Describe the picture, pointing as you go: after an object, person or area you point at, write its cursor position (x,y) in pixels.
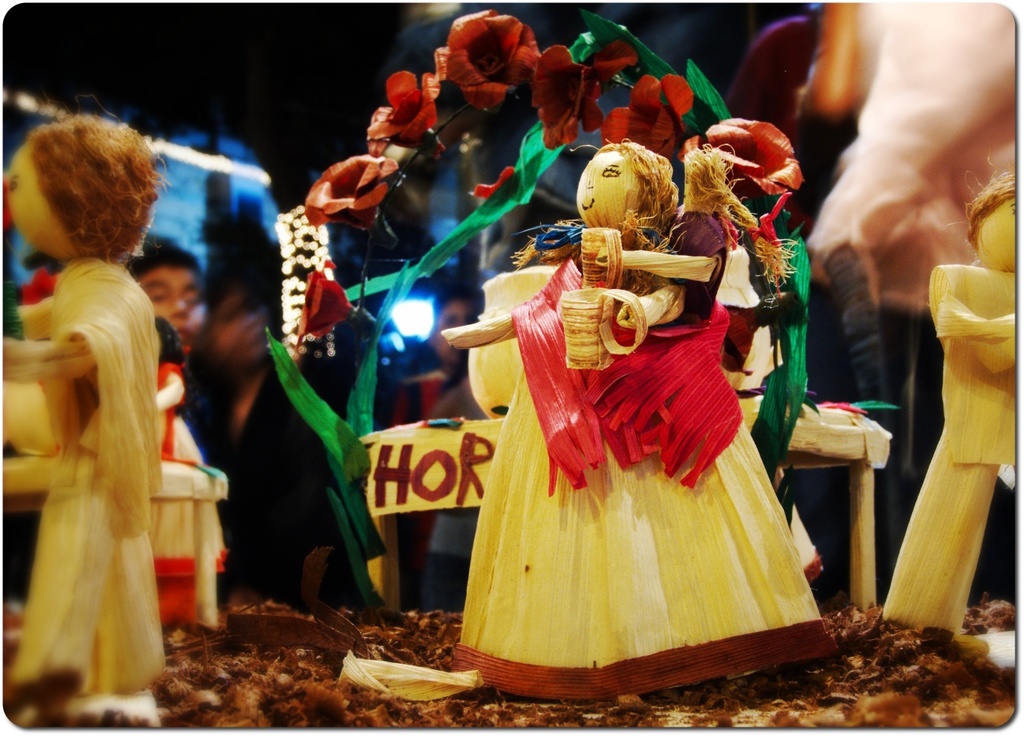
In the image there are few idols (533,297) on the floor (553,709) and over the background (243,313) there are few humans (248,371) visible.
